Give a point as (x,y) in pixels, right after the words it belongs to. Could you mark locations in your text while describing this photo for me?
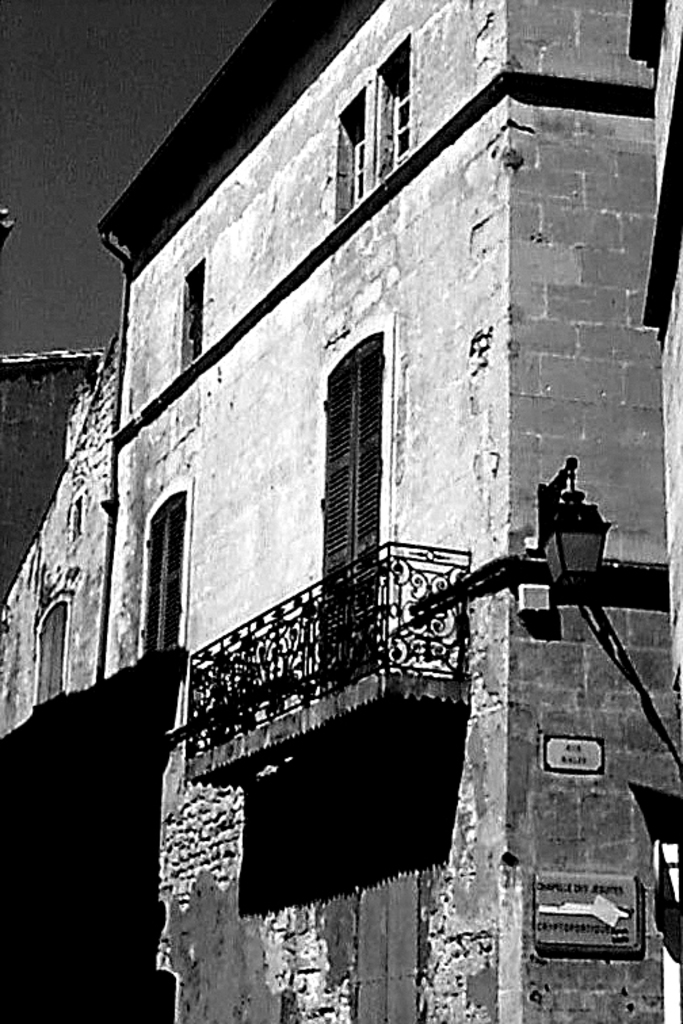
In this image in the center (333,429) there is one house (449,782) and at the bottom (578,909) there are two boards (587,917) on the wall (550,776), and also there is one light (575,529). At the top of the image (74,175) there is sky (76,195).
